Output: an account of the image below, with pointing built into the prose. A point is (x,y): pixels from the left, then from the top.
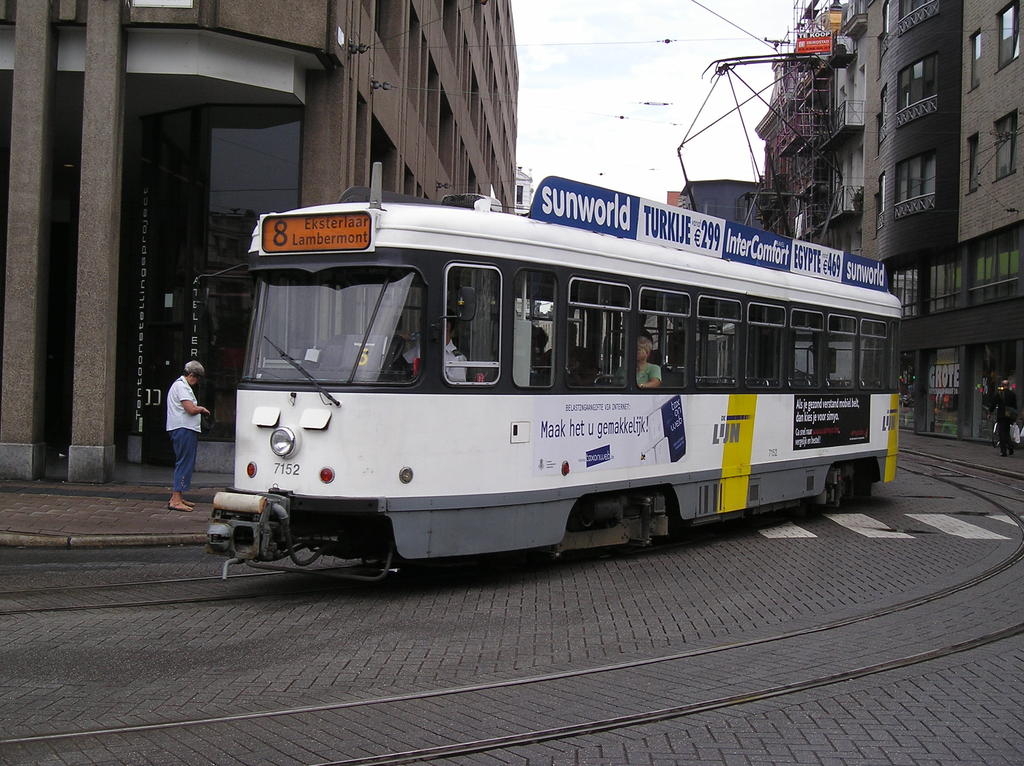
This is an outside view in this image in the center (478,256) there is one tram (513,369), in that tram (498,366) there are some people (541,360) who are sitting. On the right side (884,139) and left side (36,399) there are some buildings (194,207) and some persons (180,489) walking on a footpath (144,499). At the bottom (744,668) there is a road (778,668) and at the top of the image (615,91) there is sky (604,102).
